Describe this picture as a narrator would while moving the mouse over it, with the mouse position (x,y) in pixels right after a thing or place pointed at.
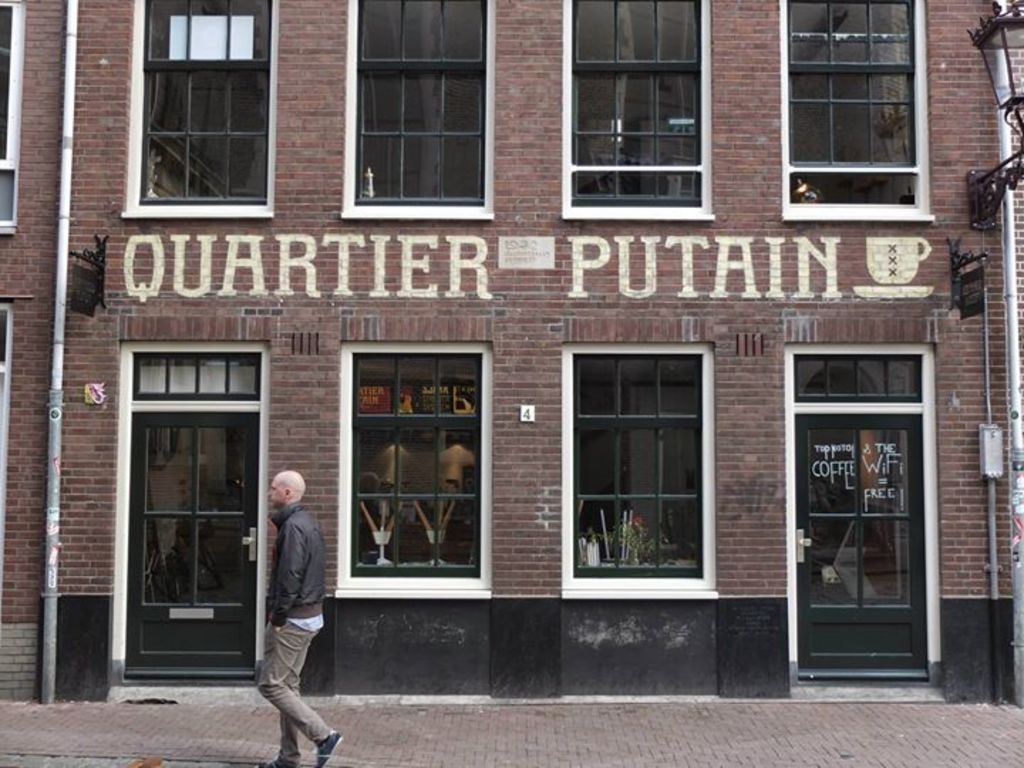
In this image there is a person (300,695) walking on the pavement (335,717). Behind him there is a building (386,645) having few doors (196,527) and windows (478,136). Some text (130,279) is painted on the wall (498,277). Behind the window (659,555) there are few objects (636,547). Right side (1006,185) there is a lamp (1006,107) attached to the building (989,318).
